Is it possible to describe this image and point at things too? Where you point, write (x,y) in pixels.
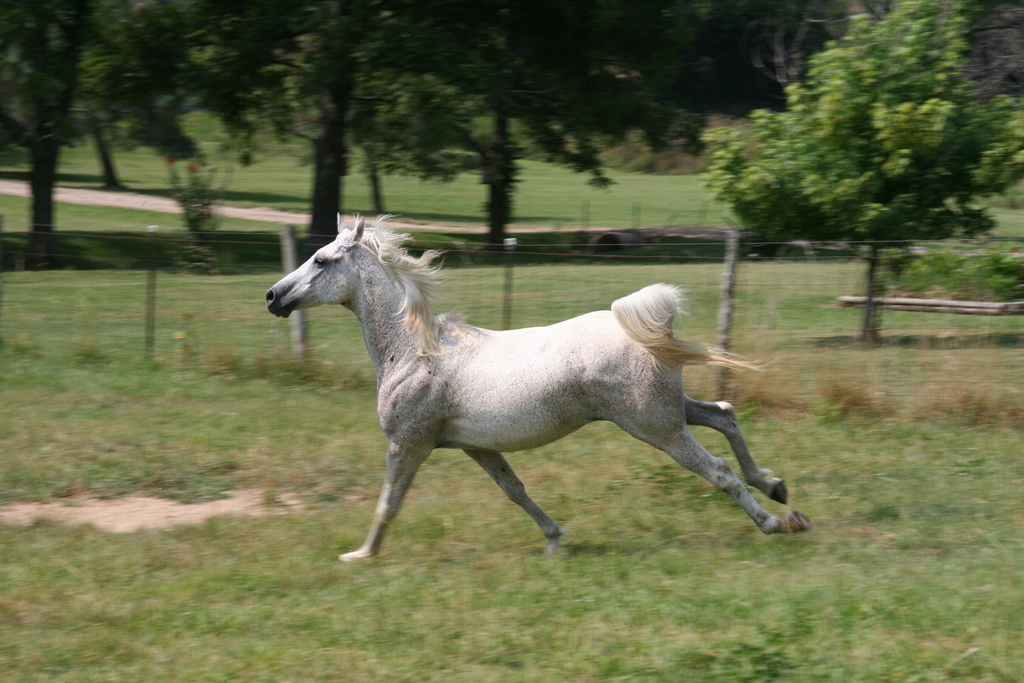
In the foreground of the picture (373,335) I can see a white horse (591,394) running on the green grass (589,521). I can see the wooden pole metal wire fencing (768,257). In the background (469,159), I can see the trees (600,161).
